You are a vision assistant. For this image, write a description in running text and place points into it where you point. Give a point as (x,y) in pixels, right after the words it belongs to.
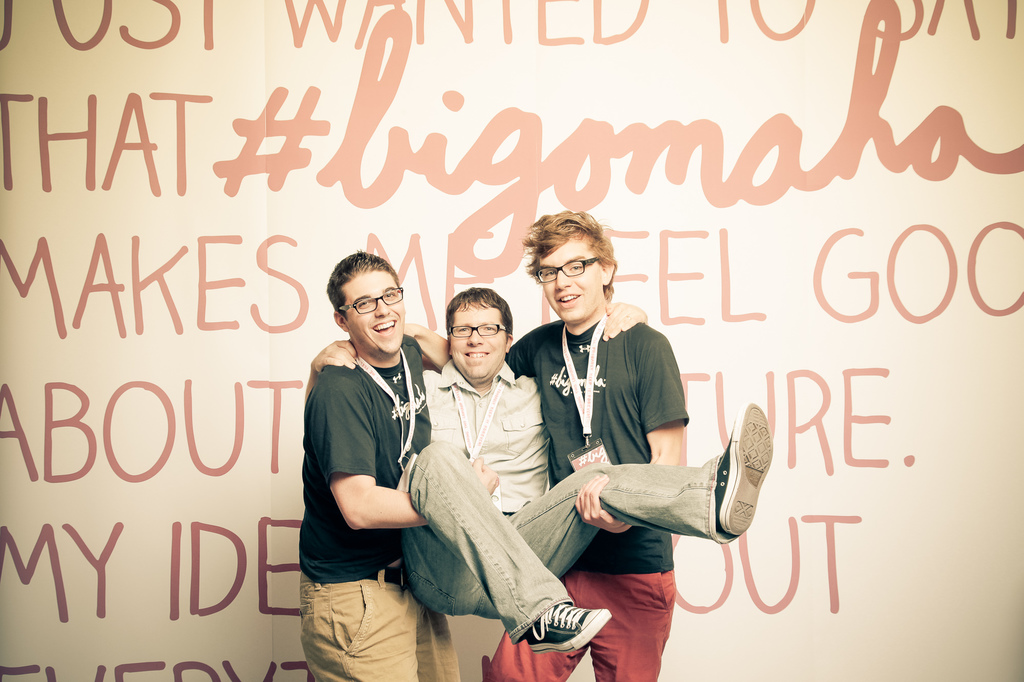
In the middle of the image (557,326), there are two persons (557,325) in t-shirts (379,421), smiling, carrying another person (460,310) who is smiling. In the background (427,88), there are texts (889,280) on the white color wall (942,467).
